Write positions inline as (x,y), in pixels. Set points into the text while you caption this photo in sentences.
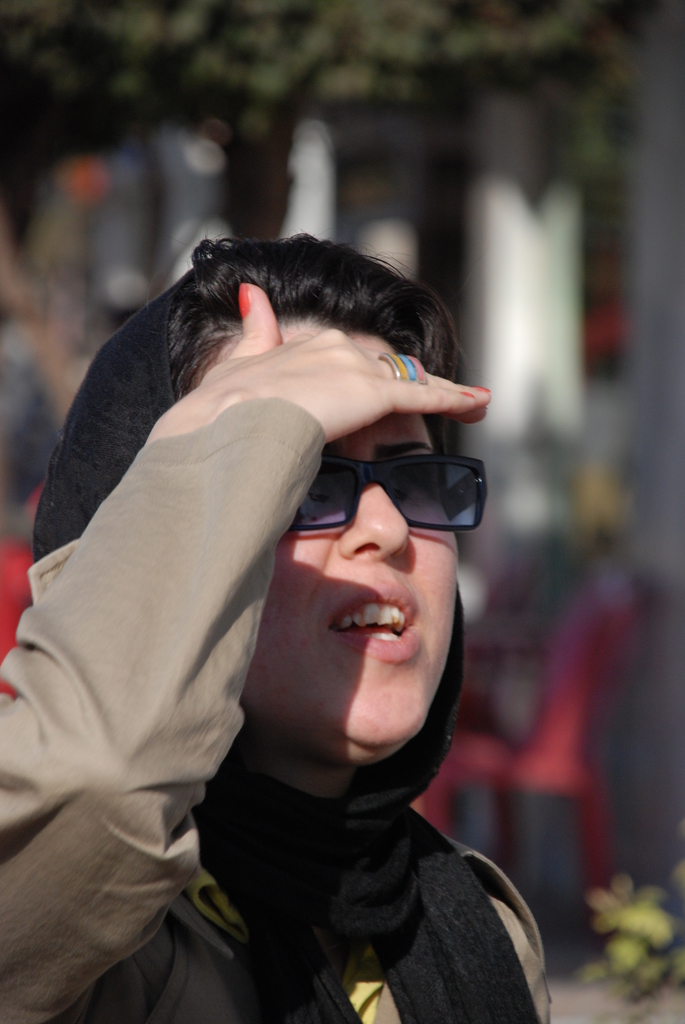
In the image we can see a woman (148,769) wearing clothes (133,763), goggles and finger ring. Here we can see the tree (228,188) and the background (159,228) is blurred.
